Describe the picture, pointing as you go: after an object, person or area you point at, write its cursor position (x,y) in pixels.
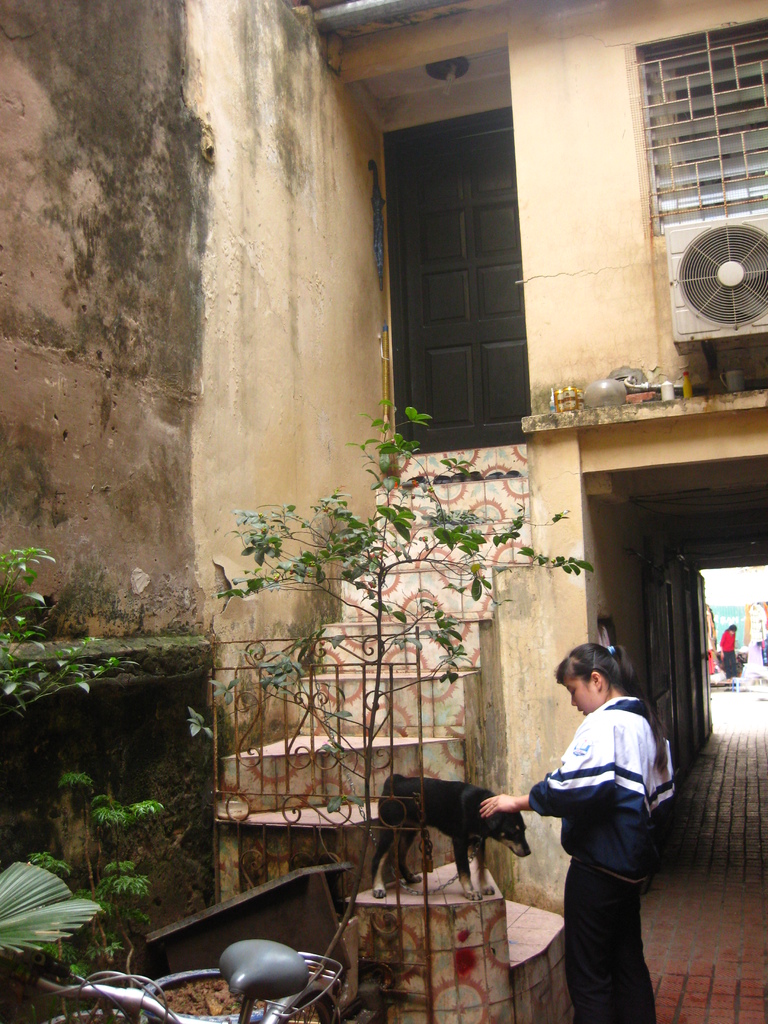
This picture is clicked outside. On the right (612,711) we can see a person (601,749) standing on the ground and on the left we can see an animal (456,814) standing and we can see a bicycle (274,1016), green leaves (8,909), stairway (478,501), window (706,133), door (491,216) and the wall (676,342) and an electronic device (712,261) and many other objects (714,685). In the background (727,642) we can see a person (732,660).
